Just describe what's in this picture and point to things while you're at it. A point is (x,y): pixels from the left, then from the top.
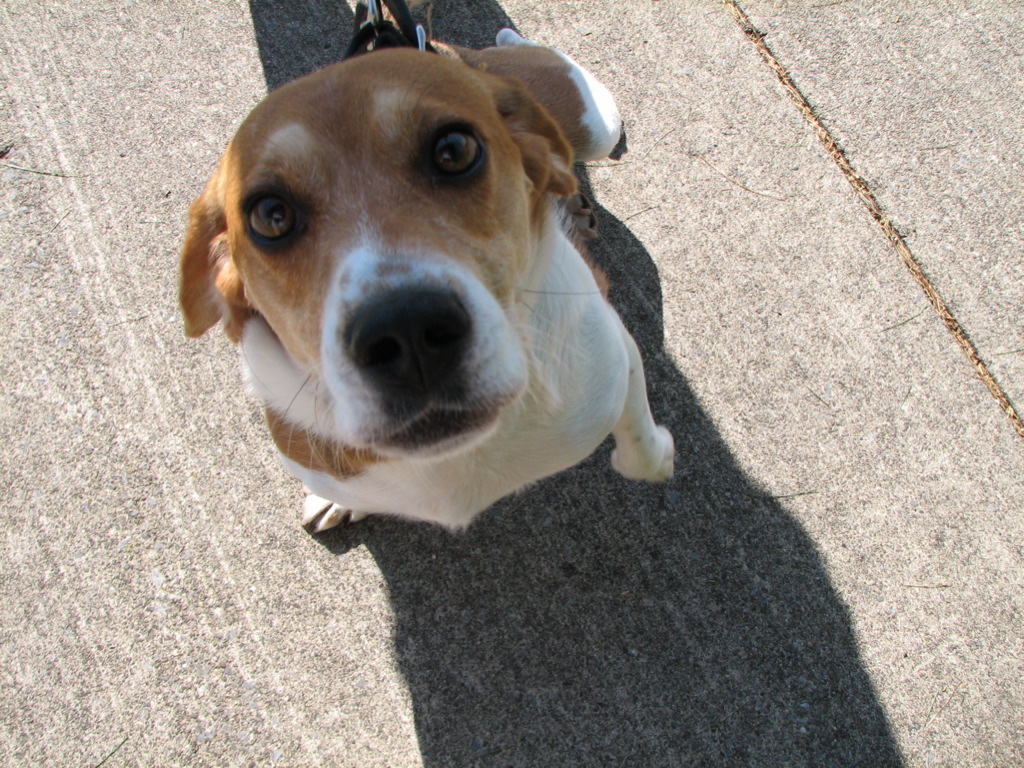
This picture shows a dog (279,437) and we see a belt (386,45) to its neck (424,485) and the dog (378,267) is white and brown in color.
